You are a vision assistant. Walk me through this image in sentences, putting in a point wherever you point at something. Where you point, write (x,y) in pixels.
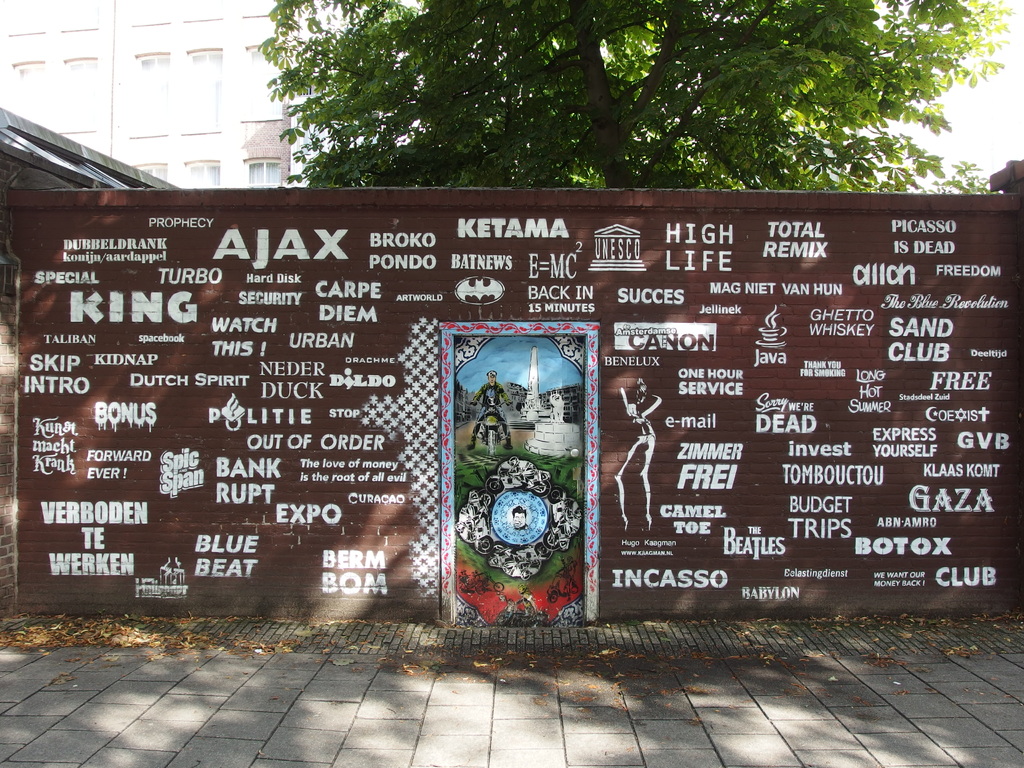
In this picture I can see a wall (633,374) on which something painted on it. In the background (501,99) I can see trees (554,100) and building (115,81).
